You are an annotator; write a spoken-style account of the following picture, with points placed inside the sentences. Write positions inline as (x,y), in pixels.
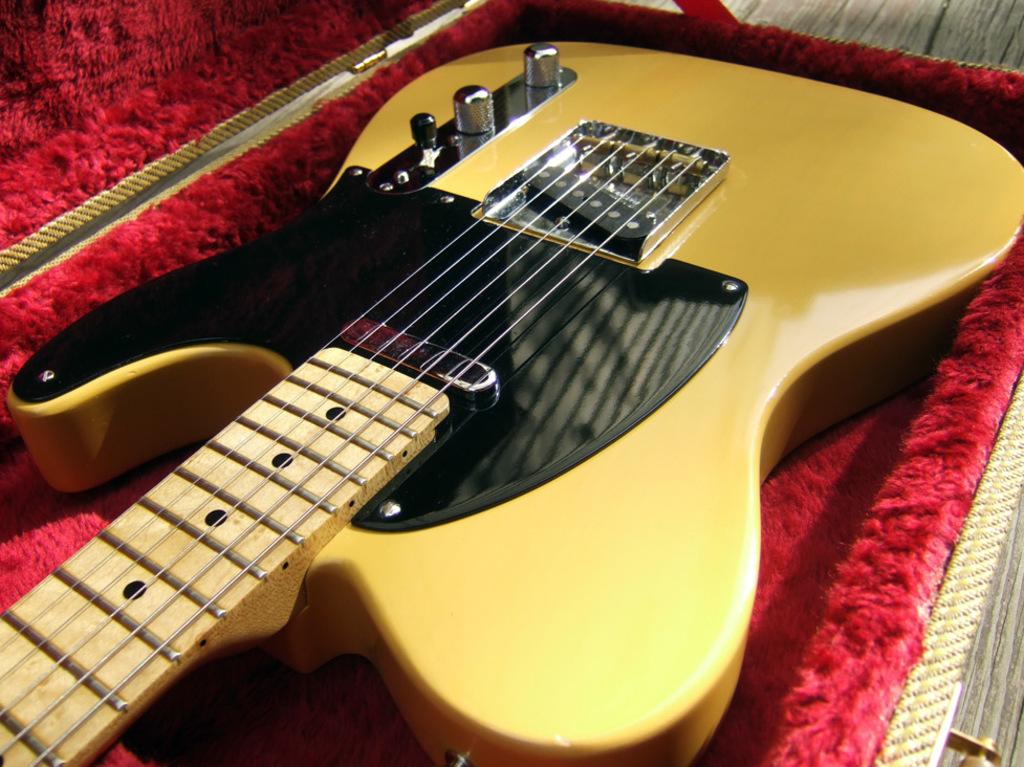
In this image we can see golden color guitar (658,470) is kept in a red color box (924,444).
